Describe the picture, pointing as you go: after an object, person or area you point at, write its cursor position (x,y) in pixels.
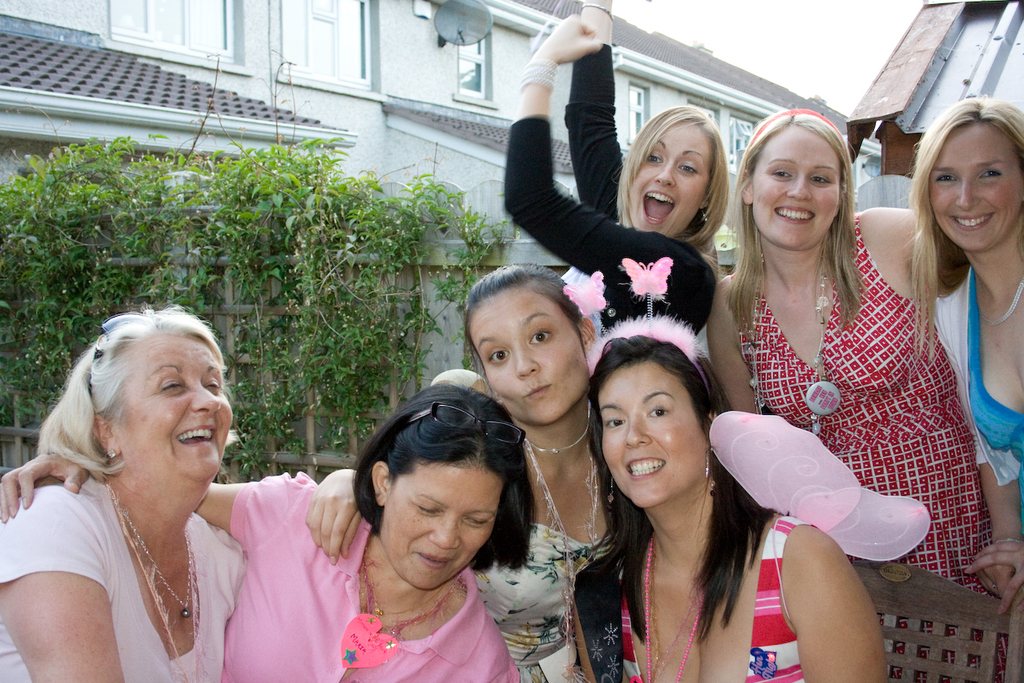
In the center of the image (486,387) we can see a group of women (610,526). In the background (394,312) we can see plants (254,285), wall (405,290), building (349,154), dish (456,34) and a sky (758,34).
